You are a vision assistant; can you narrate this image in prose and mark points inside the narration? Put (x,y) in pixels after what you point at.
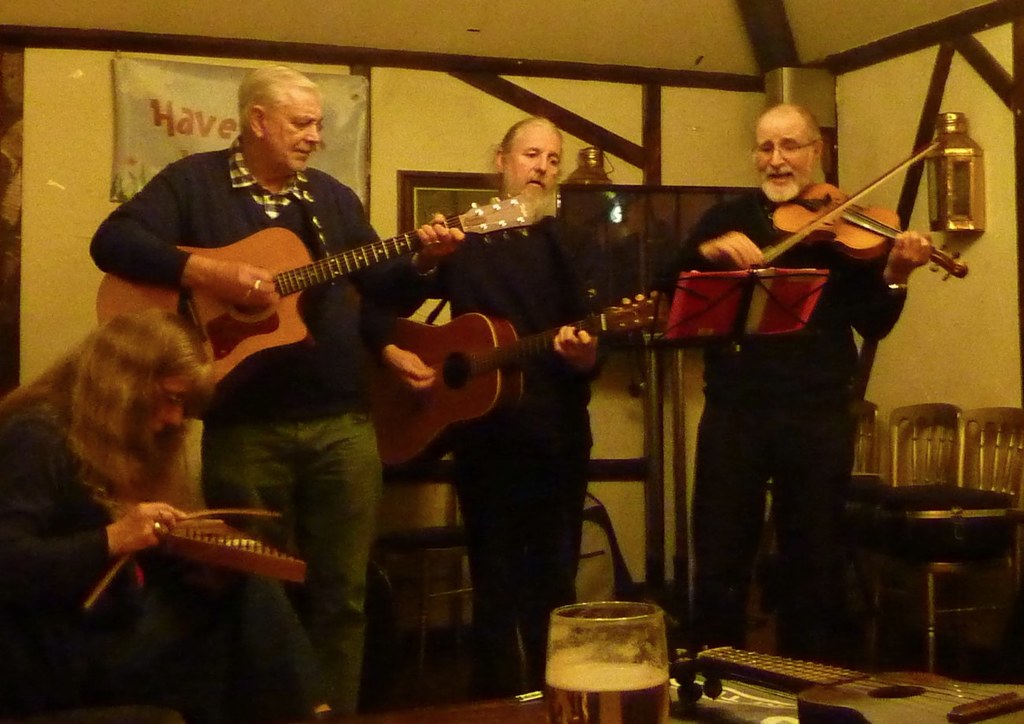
These two persons (328,347) are playing guitar (475,343). This man (782,149) is singing and playing a violin (801,235). This is book stand (722,307). A banner (206,108) and picture (431,198) is on wall (420,103). These are chairs (958,568), on this chairs (958,568) there is a bag (984,517). On this table (499,722) there is a glass (614,687), guitar (821,720). A woman (148,409) is sitting on a chair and holding a musical instrument (213,545).
